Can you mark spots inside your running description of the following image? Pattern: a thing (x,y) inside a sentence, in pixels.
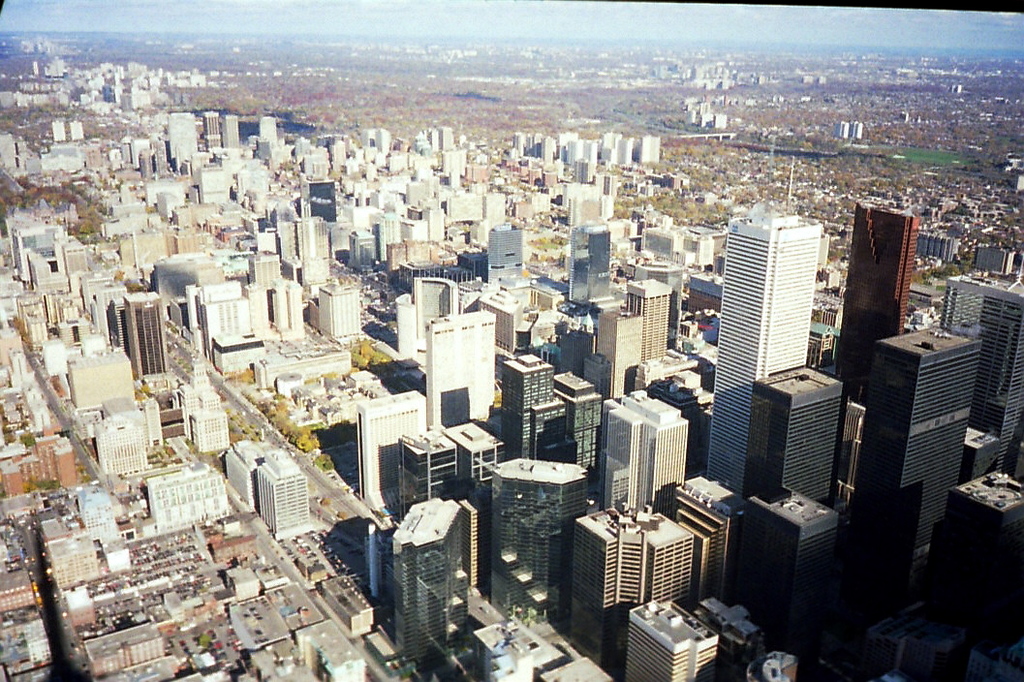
This is an aerial view image. In this image we can see buildings (502,502), skyscrapers (547,491), trees (367,360) and motor vehicles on the road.
